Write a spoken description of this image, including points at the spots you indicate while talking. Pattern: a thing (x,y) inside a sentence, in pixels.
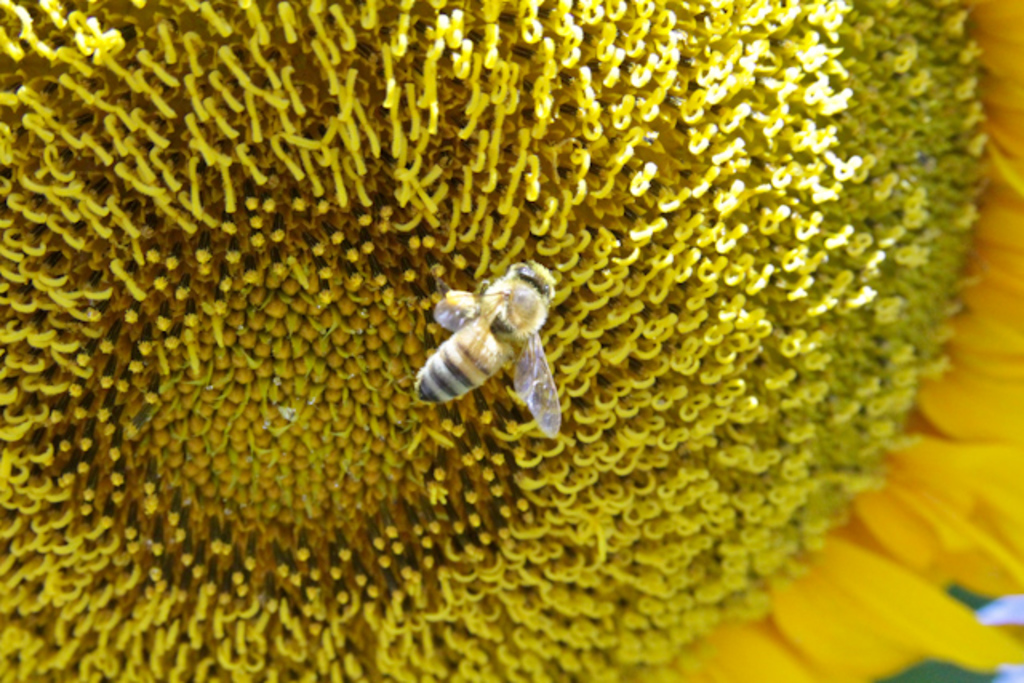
This is a zoomed in picture. In the center (504,302) there is an insect (504,282) seems to be a honey bee (440,301) on the yellow color object (401,253) seems to be the flower (624,400). In the background (905,584) we can see the petals (937,416) of the flower (937,416).
